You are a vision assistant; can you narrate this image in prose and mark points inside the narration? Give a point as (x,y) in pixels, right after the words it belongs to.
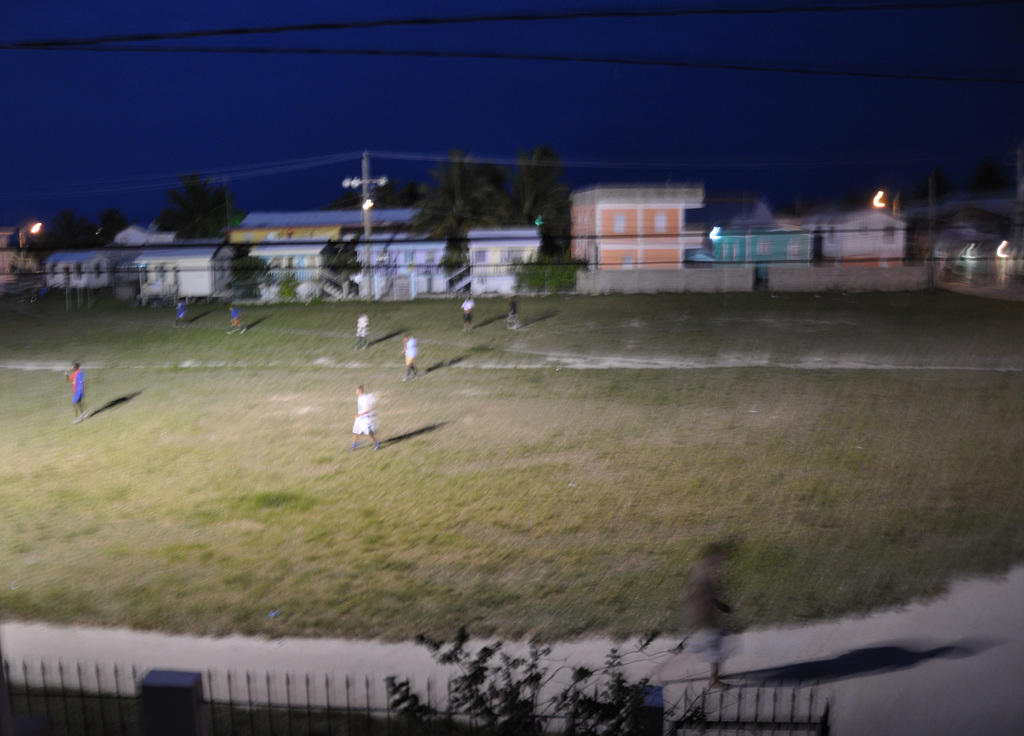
In this picture we can see a group of people (371,404) standing on the ground (394,393) and in the background (371,120) we can see buildings (466,283), trees (437,220), sky (355,108).
